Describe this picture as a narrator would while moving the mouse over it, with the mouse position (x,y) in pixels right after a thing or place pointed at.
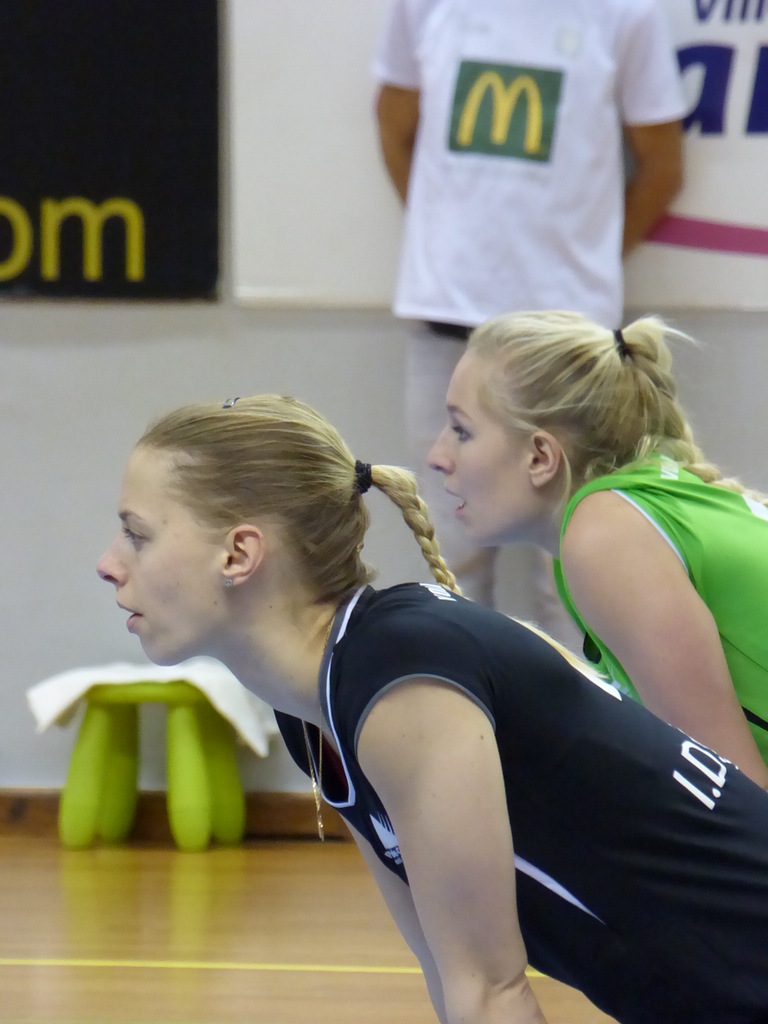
In this image, I can see two women (475,652). On the left side of the image (179,791), there is a cloth (239,695) on the stool (156,688), which is placed on the floor (147,909). In the background (283,267), I can see boards (692,155) attached to the wall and there is a person (440,420) standing.
